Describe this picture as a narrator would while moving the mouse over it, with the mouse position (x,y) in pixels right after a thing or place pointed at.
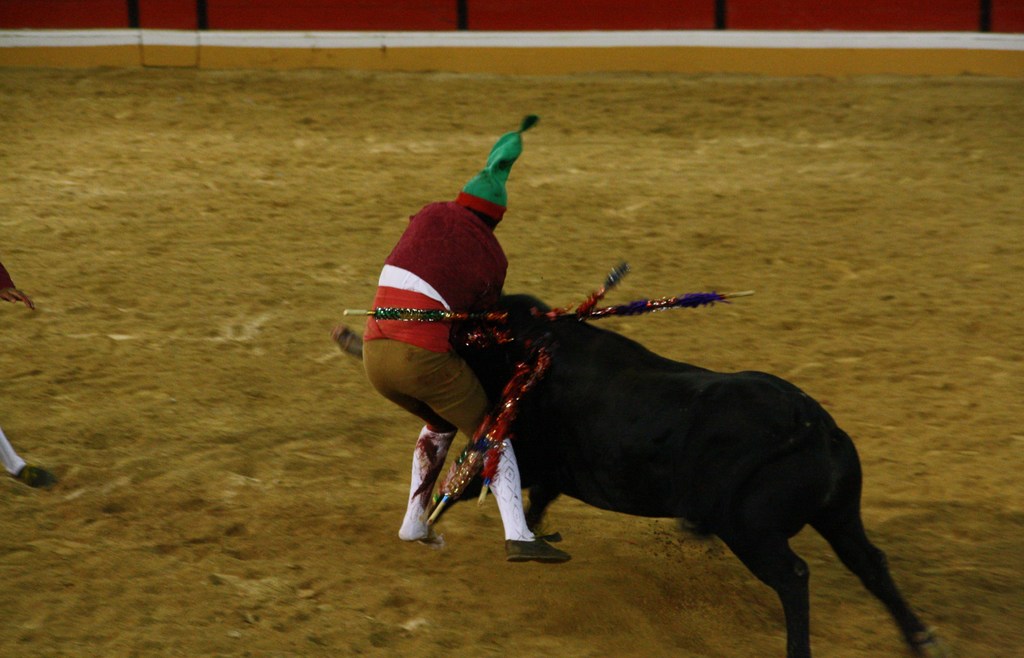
In the image we can see a person (402,348) wearing clothes (423,305), cap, socks (514,526) and shoes (534,545). This is an animal (612,418), black in color. This is a sand (237,536) and these are the sticks (460,462), there is another person (19,461) wearing shoes (28,475).
